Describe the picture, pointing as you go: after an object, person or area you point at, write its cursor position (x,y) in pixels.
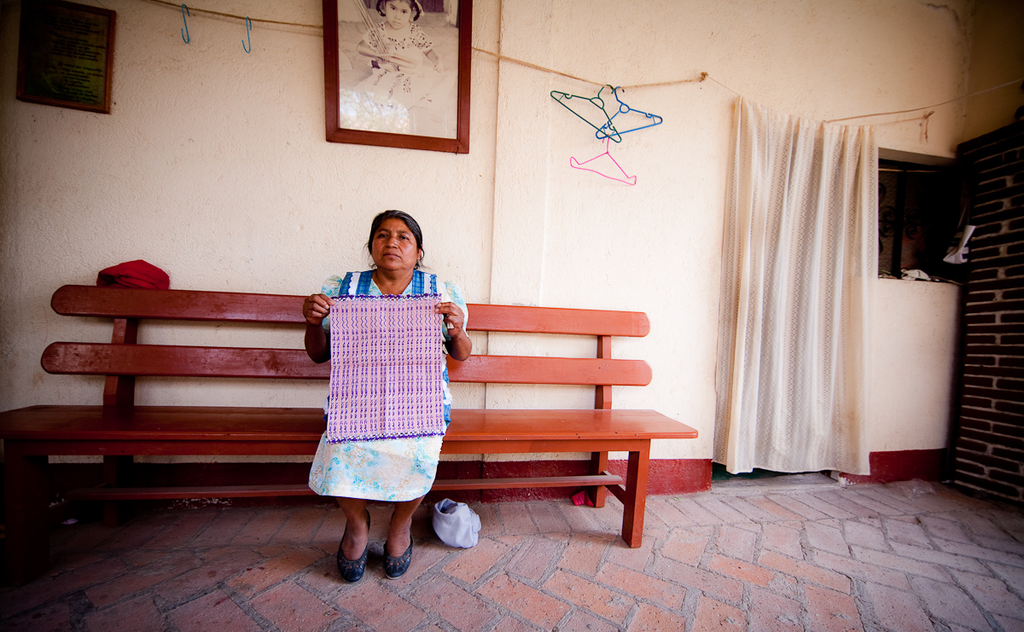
In this image I see a woman (397,570) holding a cloth (407,305) and she is sitting on a bench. In the background (46,275) I can see the wall (63,278) and 2 photo frames (412,13) on it and I can also see few hangers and the curtain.
